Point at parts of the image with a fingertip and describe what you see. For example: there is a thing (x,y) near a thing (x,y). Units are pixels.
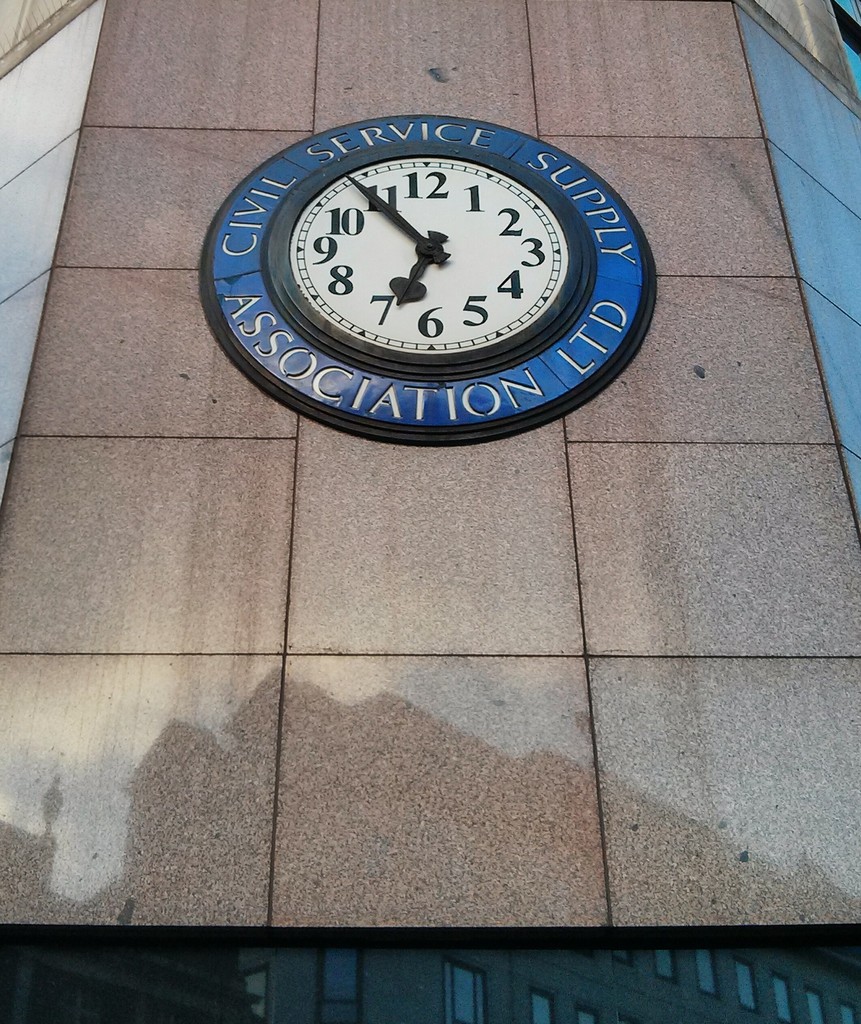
In this image I can see a clock (450,227) attached to the building (699,406). The building (644,354) is in brown color.
